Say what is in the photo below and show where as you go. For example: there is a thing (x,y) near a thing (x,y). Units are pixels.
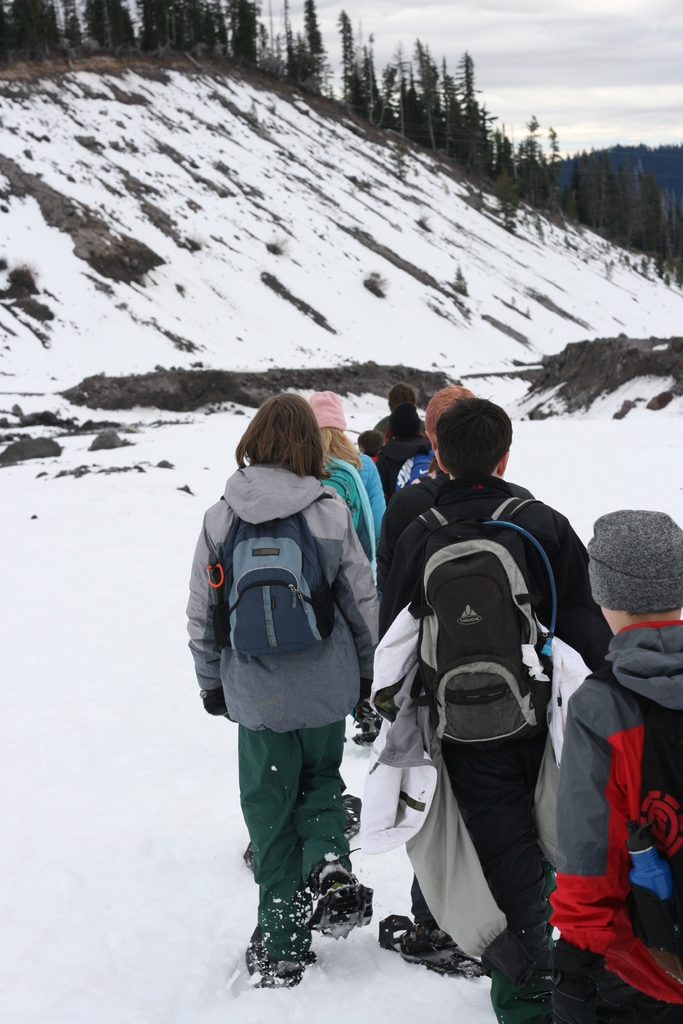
On the left (191,289) there is a ice mountain (344,216) on that there are many trees (319,66). In the middle (440,590) there are some people (353,625) walking. On the right (573,836) there is a man (585,768) he wear jacket (585,768) and cap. At the top (516,90) there is a hill (628,161), sky (599,108) and clouds (582,84).
